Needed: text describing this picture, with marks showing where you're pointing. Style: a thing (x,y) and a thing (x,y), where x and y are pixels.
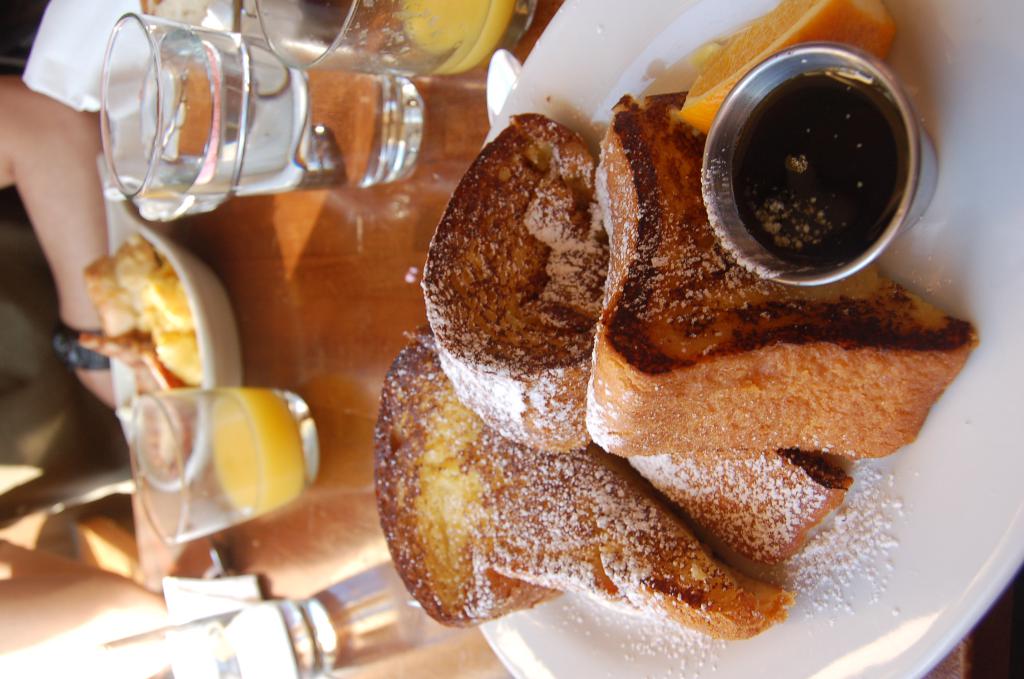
In the center of the image (522,424) there is a food item (779,465) in a plate (560,109). There are glasses (256,83) and bowls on the table (328,336). To the left side of the image (76,424) there is a person (17,98).
